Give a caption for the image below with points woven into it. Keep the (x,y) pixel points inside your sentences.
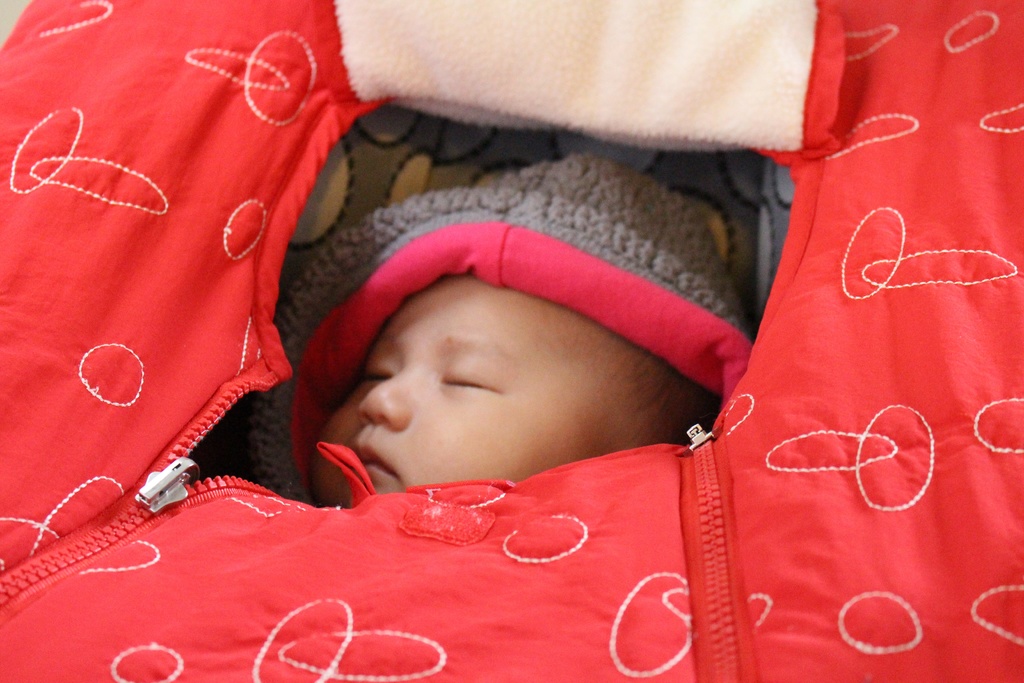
In the foreground of this picture (483,365), there is a baby (485,385) in red colored baby cart (117,438).
